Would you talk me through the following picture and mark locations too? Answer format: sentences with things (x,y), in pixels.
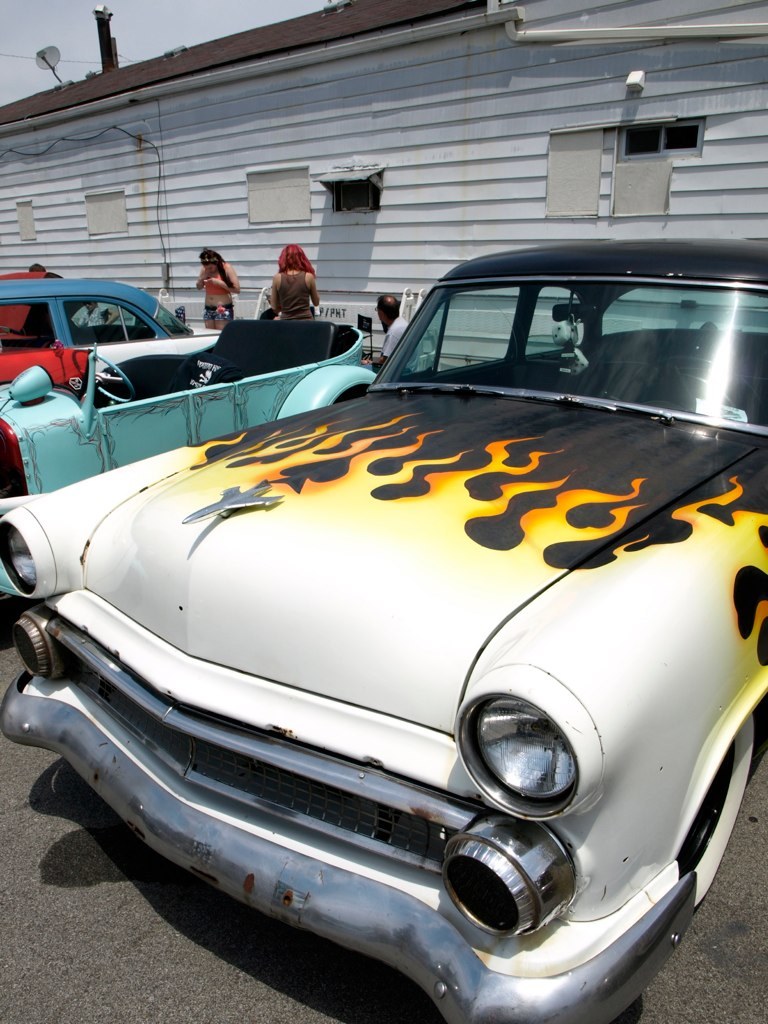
In front of the picture, we see the car (366,676) in white, black and yellow color is parked on the road (253,938). Beside that, we see the cars (99,382) which are in blue color are parked on the road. Behind the cars (95,464), we see two women (206,294) are standing and the man (387,323) is sitting. In the background (361,166), we see a building (361,98) in white color with a brown color roof (192,58). We see the windows (551,194). In the left top (29,21), we see the dish cable (55,63) and the sky (17,62).
